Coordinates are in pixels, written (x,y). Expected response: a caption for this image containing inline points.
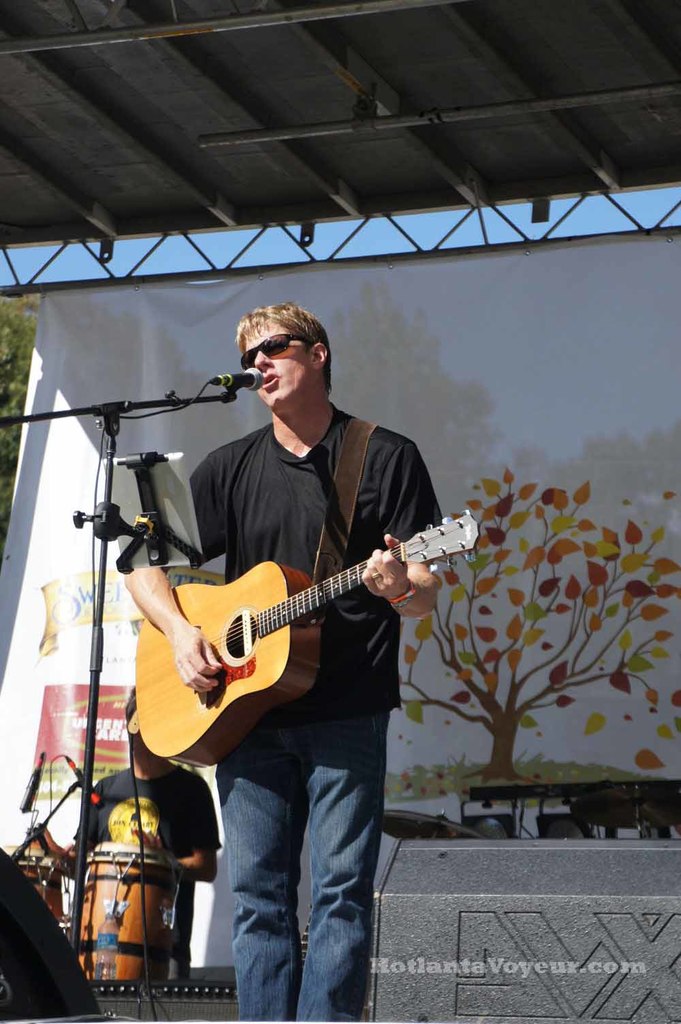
In this image I can see a person (286,492) standing in front of the mic (232,376) and he is playing the guitar (287,688). Backside of him there is a person (117,837) playing drum set (131,902). In the background (503,423) there is a banner (534,636) under the tent (397,129). And at the outside there are trees (23,334) and the sky (287,258).
